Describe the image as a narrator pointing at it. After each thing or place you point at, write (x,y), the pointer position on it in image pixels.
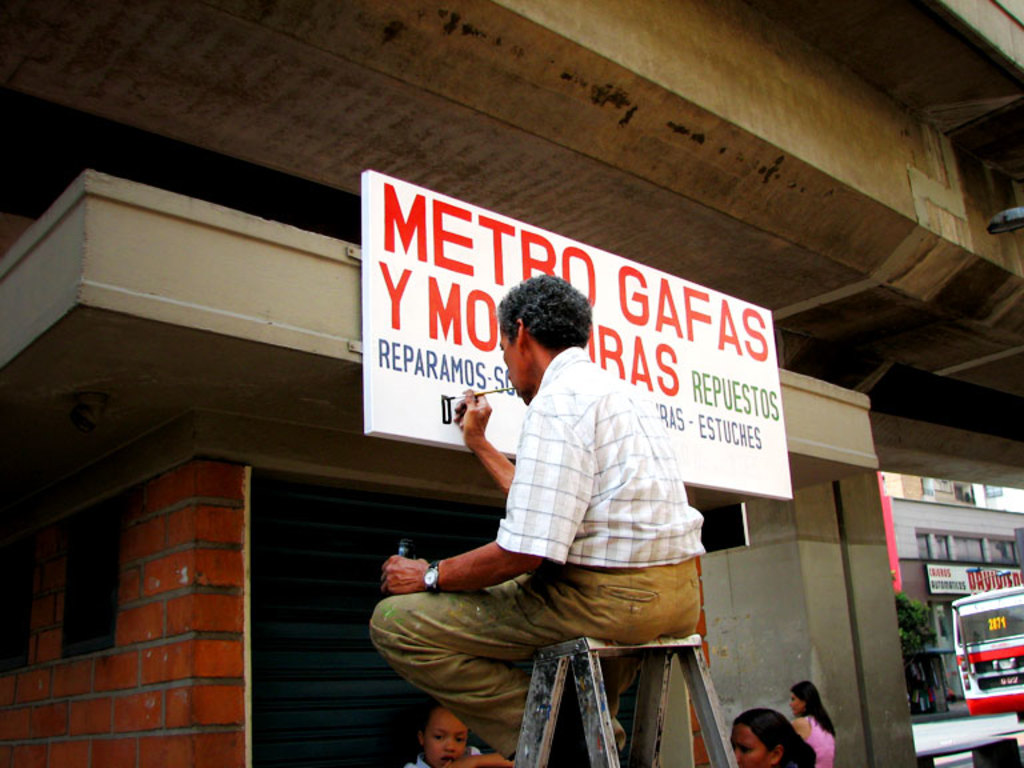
This image is taken outdoors. In the background (299,630) there are two buildings (842,592) with walls (762,532), windows (111,599) and doors (913,660). There are two boards (678,447) with text (457,325) on them. On the right side of the image (975,608) a bus (982,670) is moving on the road (972,717). In the middle of the image (608,495) a man (566,581) is sitting on the stool (692,654) and painting on the board (511,431) and there are a few people (784,744) in this image.
